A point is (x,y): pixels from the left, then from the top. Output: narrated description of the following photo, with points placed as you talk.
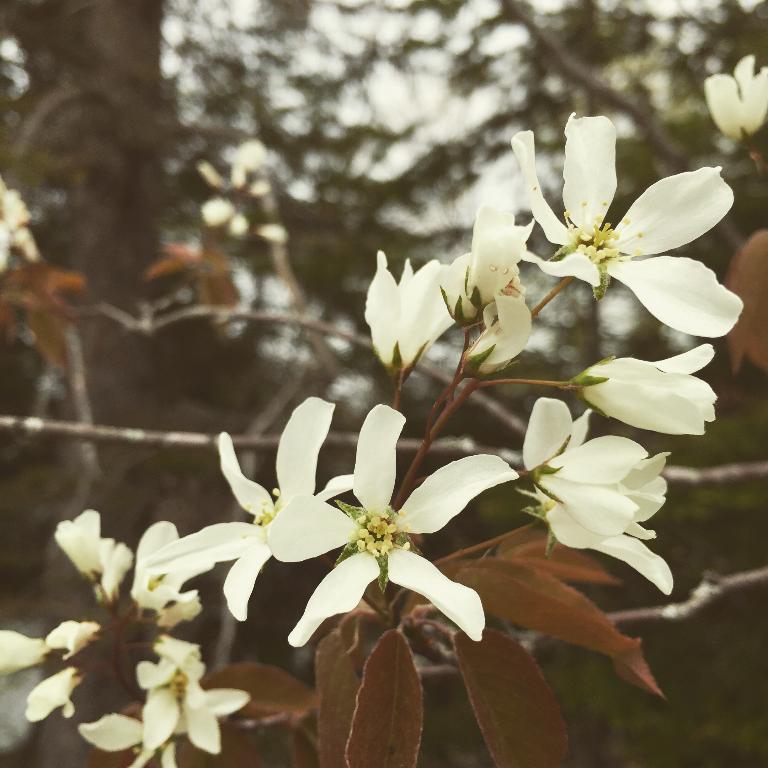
In this picture I can see branches (406,611) with leaves (389,697) and white flowers (390,333), and in the background (347,177) there are trees (72,151).
